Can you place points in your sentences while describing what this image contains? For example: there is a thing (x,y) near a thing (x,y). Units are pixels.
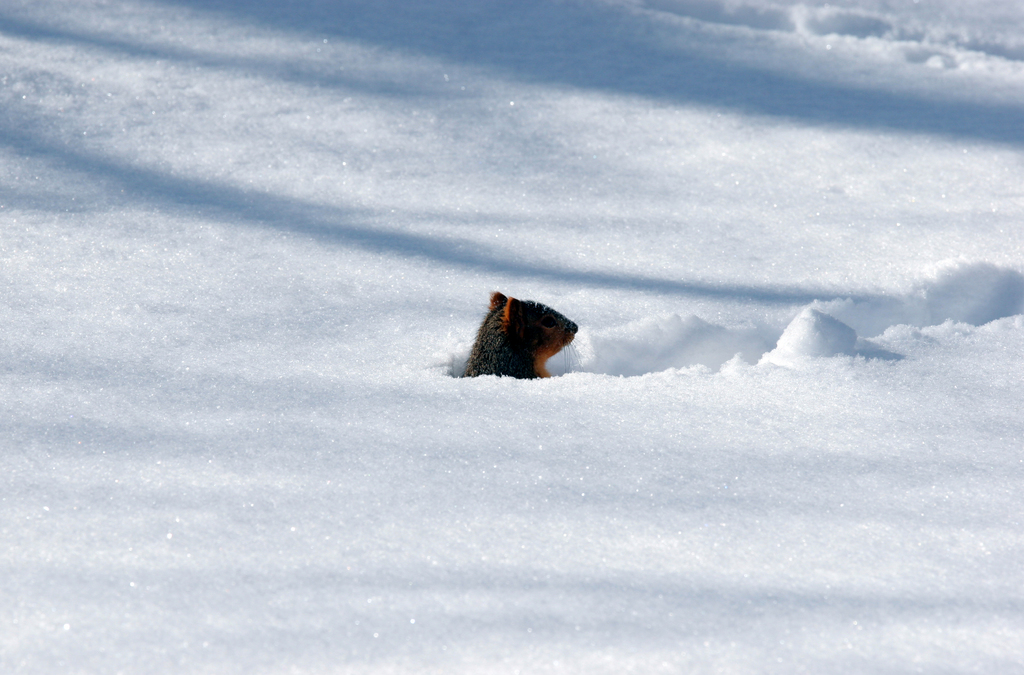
In this image there is a squirrel (500,336) in the snow (490,274).
